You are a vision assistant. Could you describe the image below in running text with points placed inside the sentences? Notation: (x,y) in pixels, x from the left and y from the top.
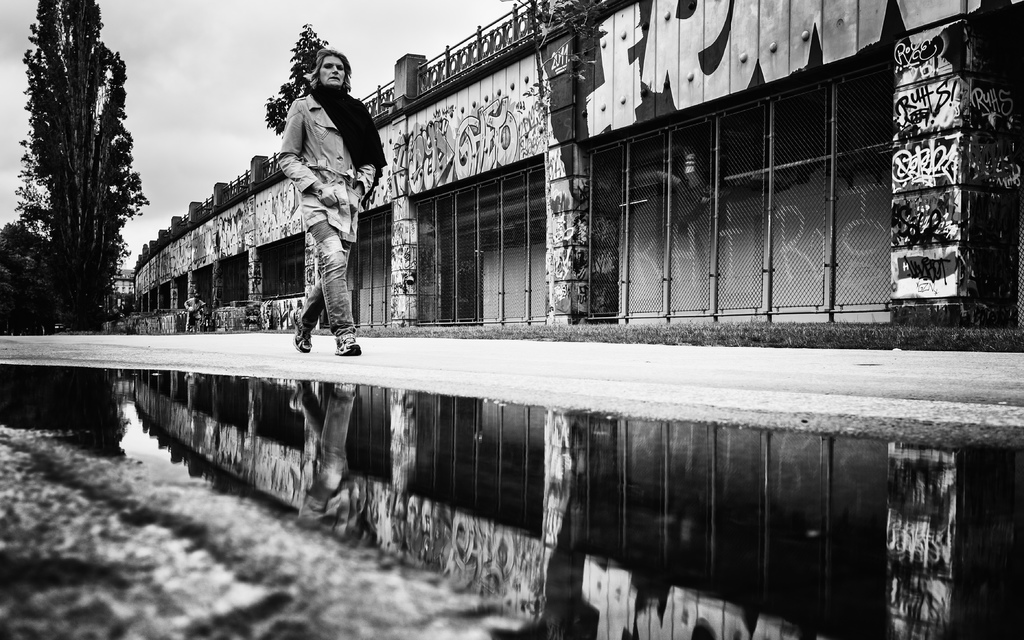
In the image we can see there is a person (323,201) walking on the road (364,356) and there is water (480,479) on the road (183,504). There are buildings (565,223) and there are iron fencing (770,205) on the buildings (935,203). There are trees (80,295) and behind there is another person (192,310) sitting on the bicycle (196,312). The sky (242,62) is cloudy and the image is in black and white colour.
